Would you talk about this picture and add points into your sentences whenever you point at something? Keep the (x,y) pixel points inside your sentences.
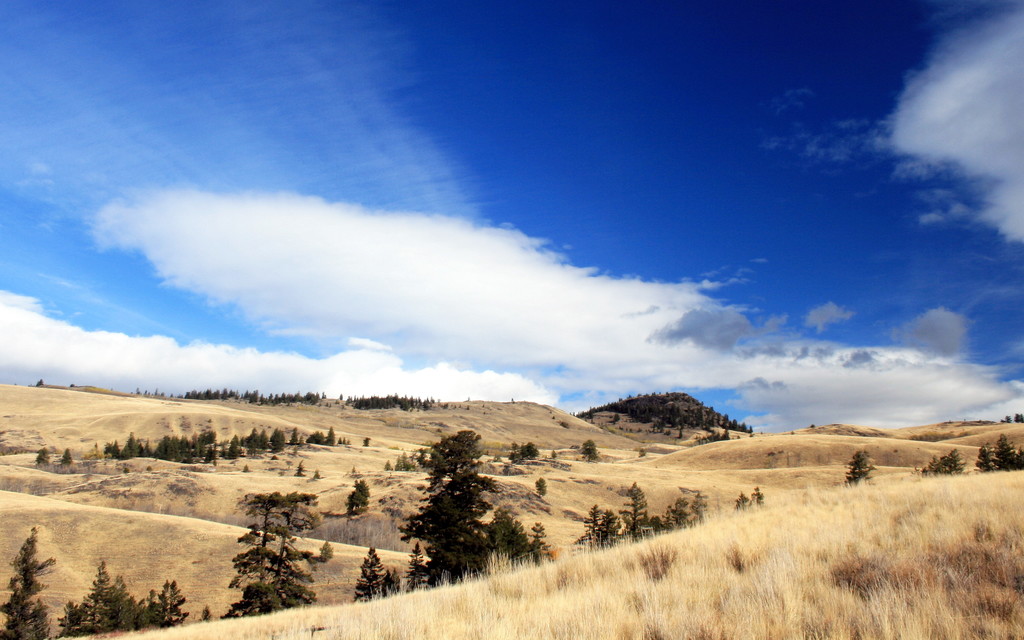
In this picture we can see grass (326,565), trees (288,565), hill (666,415) and the sky (342,274).
